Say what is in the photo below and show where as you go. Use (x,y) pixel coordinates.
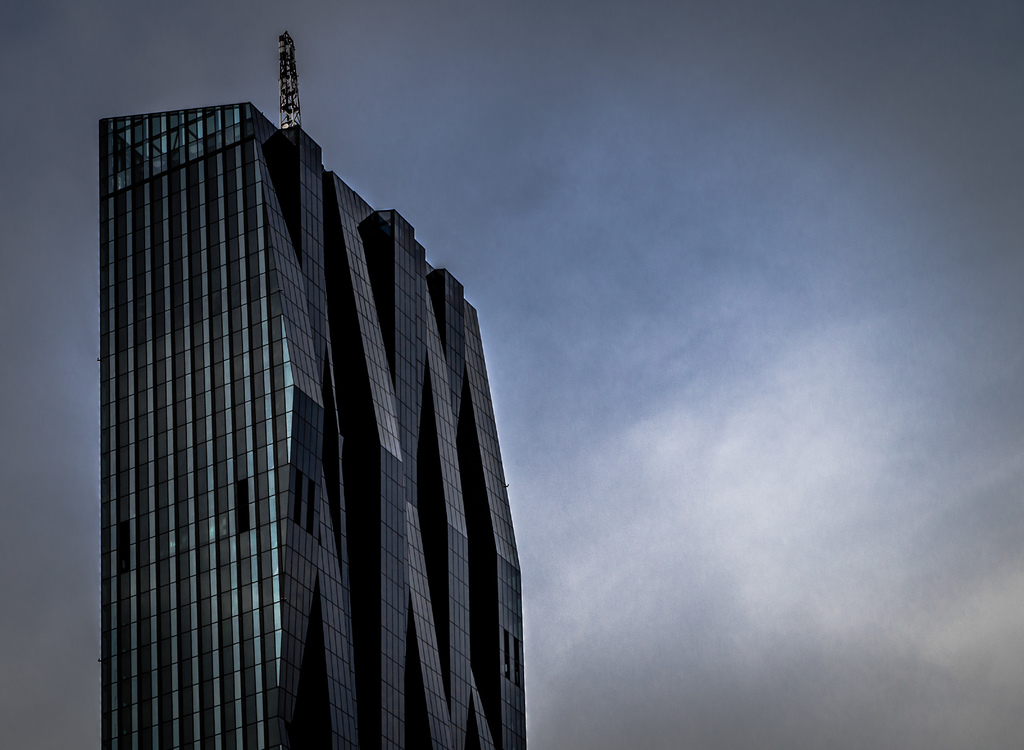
In this image we can see a building (373,498) and the sky (810,591).
